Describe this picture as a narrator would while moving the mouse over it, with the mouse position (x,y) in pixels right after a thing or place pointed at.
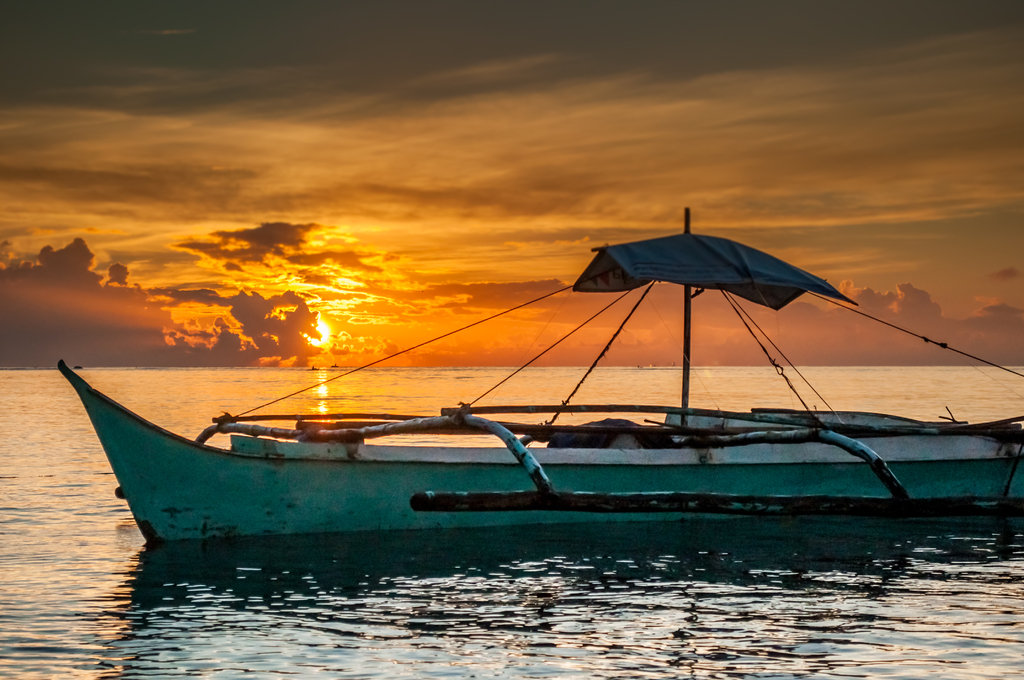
In this image we can see a boat (332,503) in the water (299,387), sun (319,331) and sky (349,238) with clouds (456,238).
